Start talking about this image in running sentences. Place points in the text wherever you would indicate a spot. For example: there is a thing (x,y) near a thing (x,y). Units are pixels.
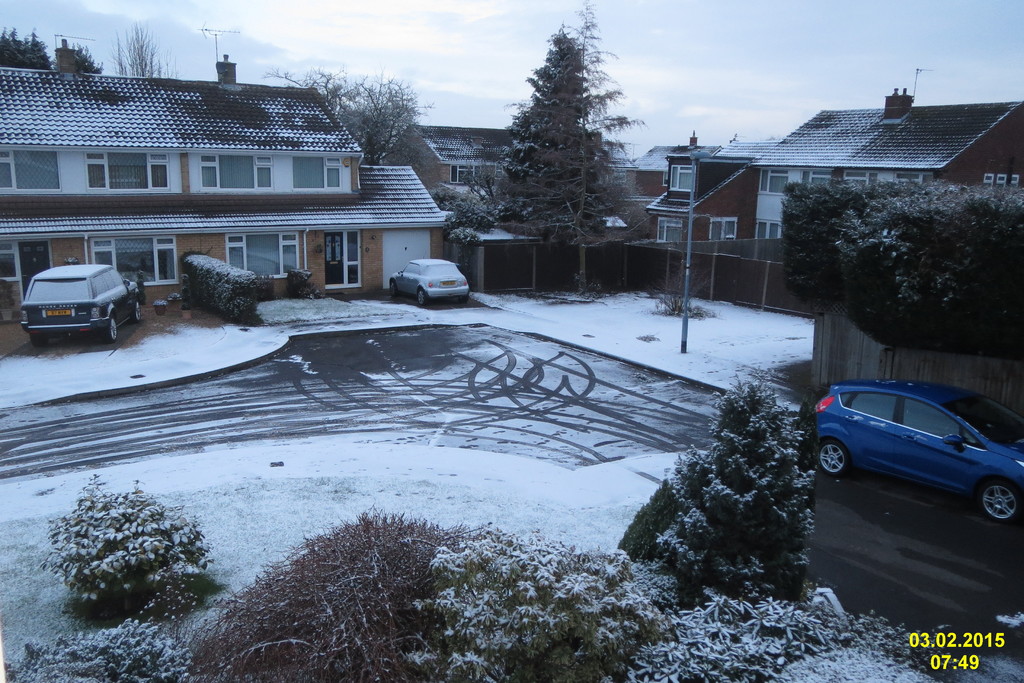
In this picture we can see there are two cars (72,290) parked. In front of the cars (85,298), there are houses (395,184), an antenna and the sky (304,24). Behind the cars (105,295), there is a pole (692,225). On the right side of the image (875,439), there is another car (890,428) on the road (873,480). At the bottom of the image (314,583), there are trees (427,590) and snow (563,530).
